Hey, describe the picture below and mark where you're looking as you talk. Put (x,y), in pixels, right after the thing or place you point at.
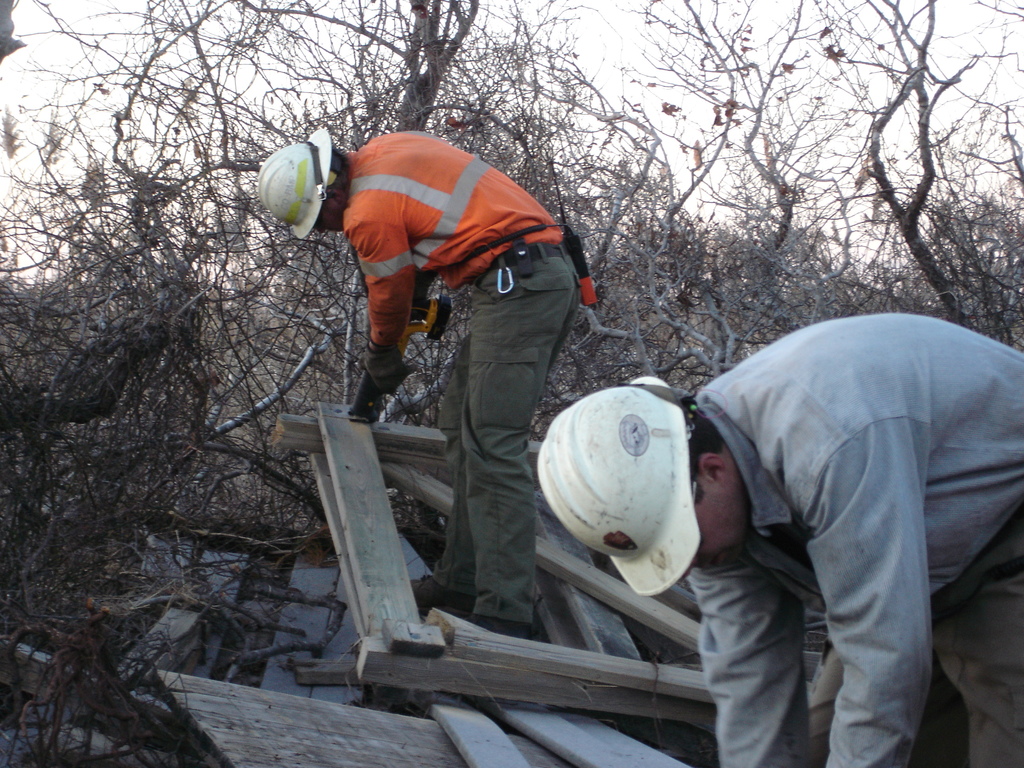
In the center of the image (495,279) we can see a man (511,250) is standing and wearing jacket (408,244), hat (307,191) and holding an object (435,324). In the bottom right corner (896,523) we can see a man (849,641) is bending and wearing a cap (658,491). In the background of the image (561,348) we can see the dry trees (931,169). At the bottom of the image (407,618) we can see the wood (276,716). At the top of the image (322,77) we can see the sky (293,43).
